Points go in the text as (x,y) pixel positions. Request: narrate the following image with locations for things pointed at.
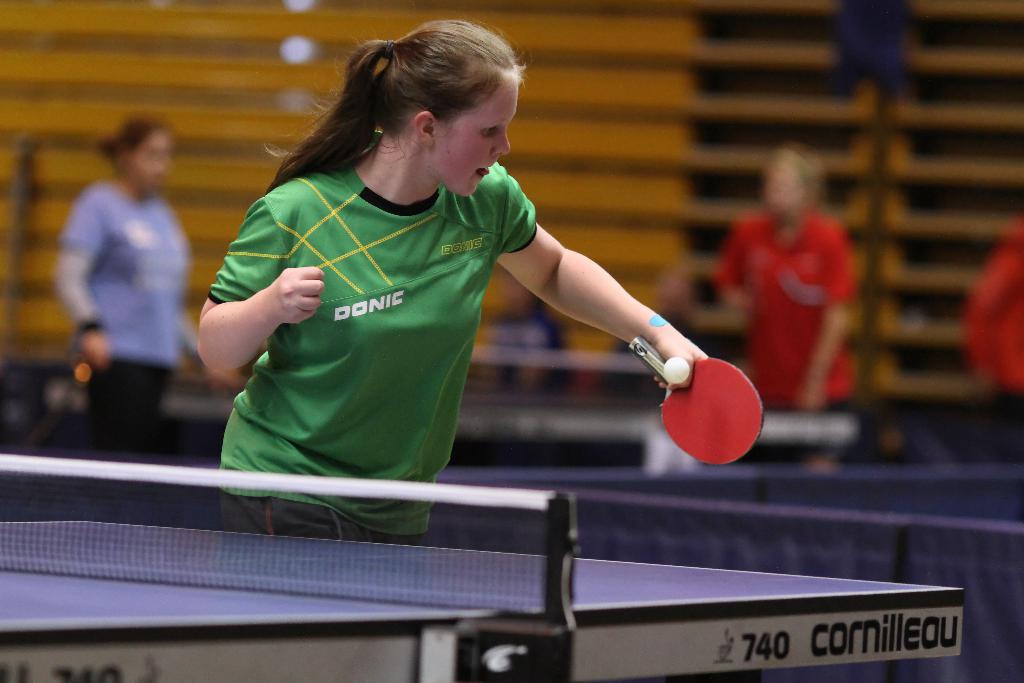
In this image women (413,392) is playing table tennis and at the background (822,385) two womens (809,362) are standing beside the table tennis court (810,423).
